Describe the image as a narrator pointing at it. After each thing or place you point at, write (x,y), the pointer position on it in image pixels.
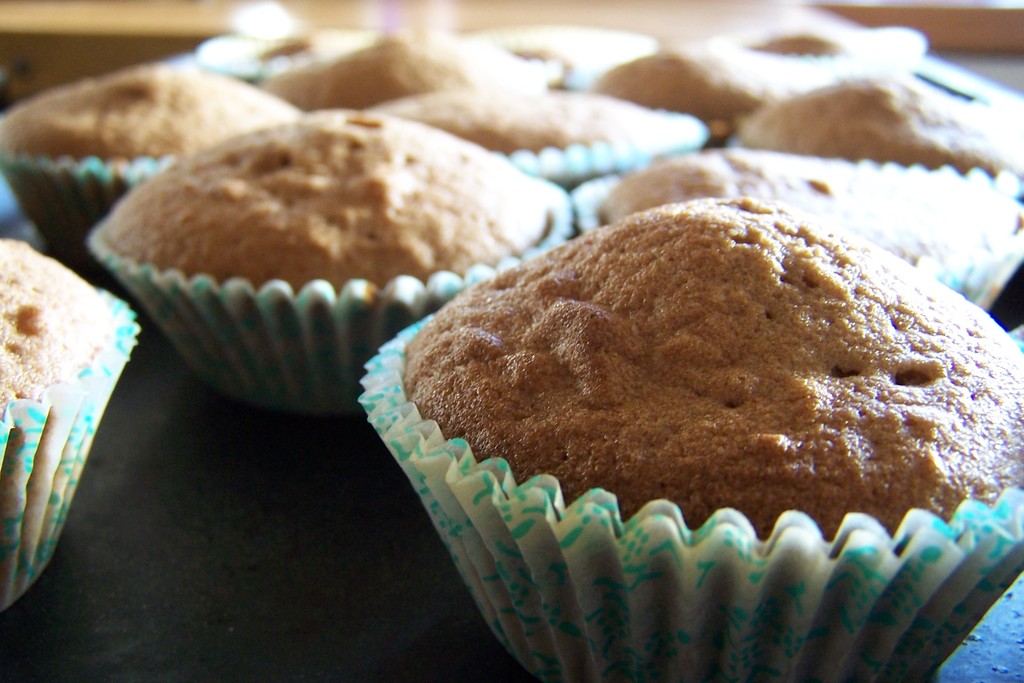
In this image there are cupcakes (353,306) on the table (293,569).
